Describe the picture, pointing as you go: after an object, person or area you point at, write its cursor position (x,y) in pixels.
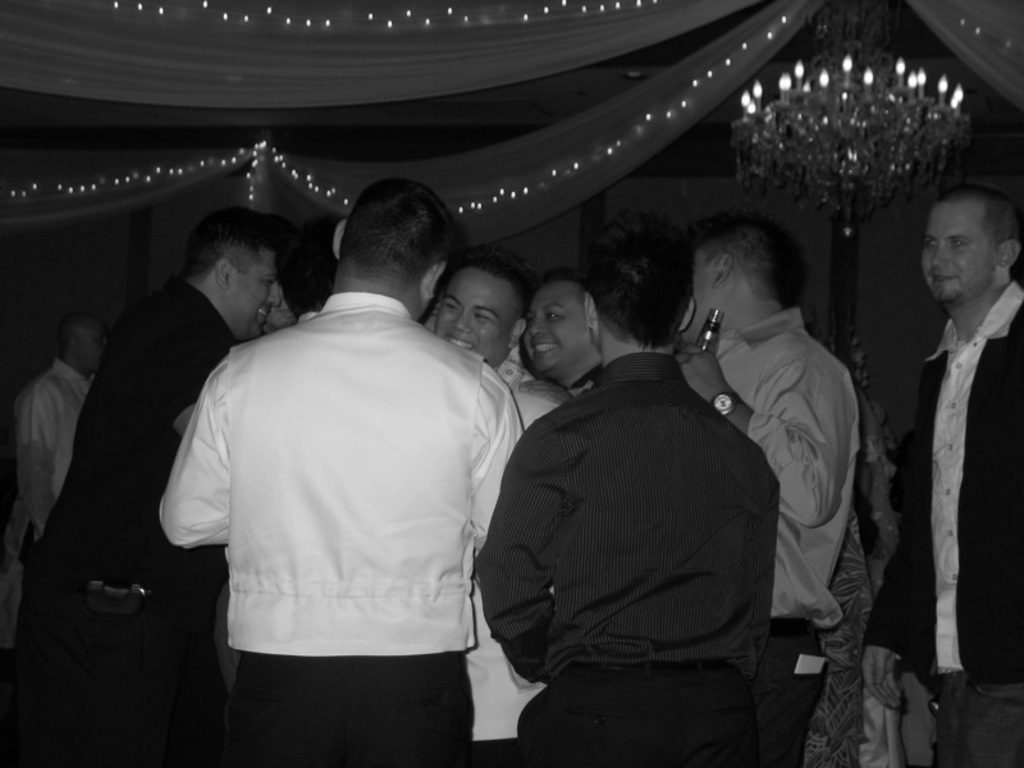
In this image, we can see a group of people (176,538) standing and wearing clothes (168,398). There are decors (463,90) at the top of the image (463,90). There is a chandelier (786,118) in the top right of the image (876,90).
